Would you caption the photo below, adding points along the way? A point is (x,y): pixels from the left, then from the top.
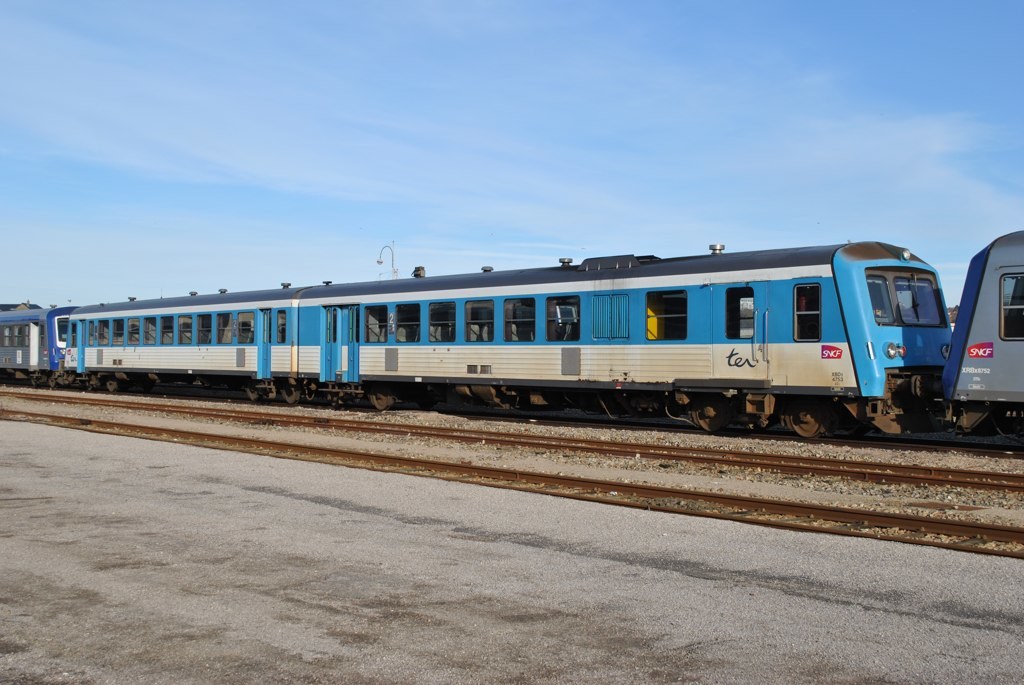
In this image, we can see a train (907,311). There are tracks (821,460) in the middle of the image (455,456). There is a cement floor (575,543) at the bottom of the image (521,535). At the top of the image (442,73), we can see the sky (434,71).
